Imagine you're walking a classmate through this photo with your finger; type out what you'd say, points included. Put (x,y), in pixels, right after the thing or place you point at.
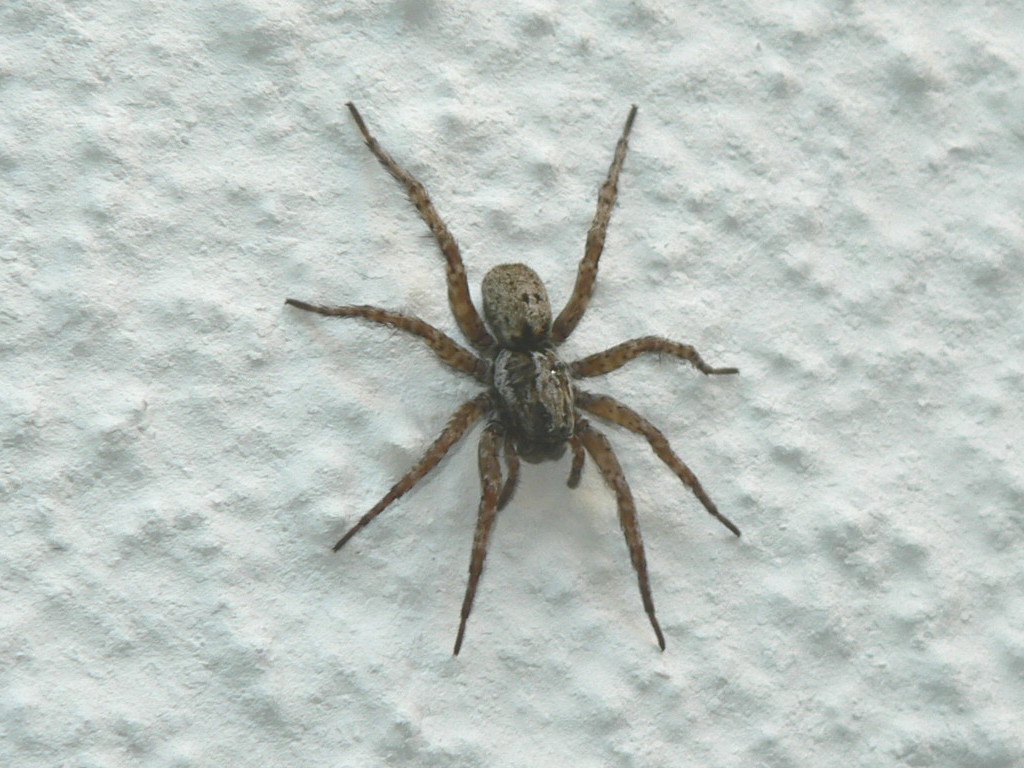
In this image, we can see a spider (497,417) on white surface (403,413).
